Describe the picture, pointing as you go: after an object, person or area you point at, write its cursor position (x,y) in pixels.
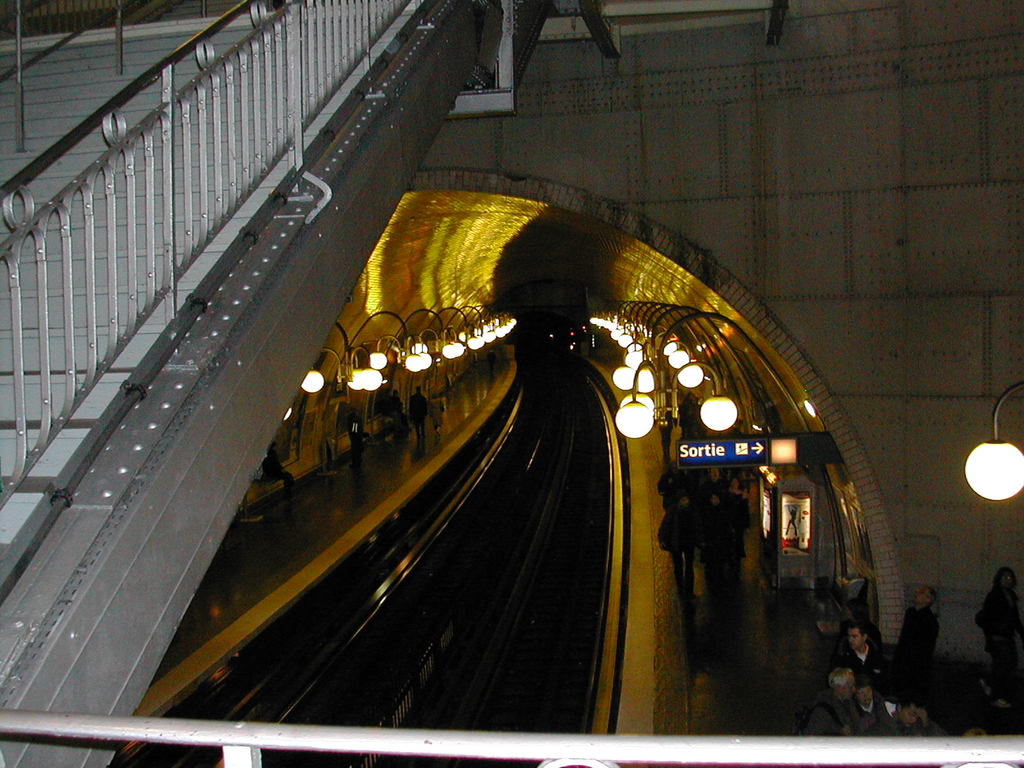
We can see fence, wall (956,576), light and people (998,608). In the background (739,538) we can see people (713,521), lights (721,412), board (718,444) and tracks (624,561).
